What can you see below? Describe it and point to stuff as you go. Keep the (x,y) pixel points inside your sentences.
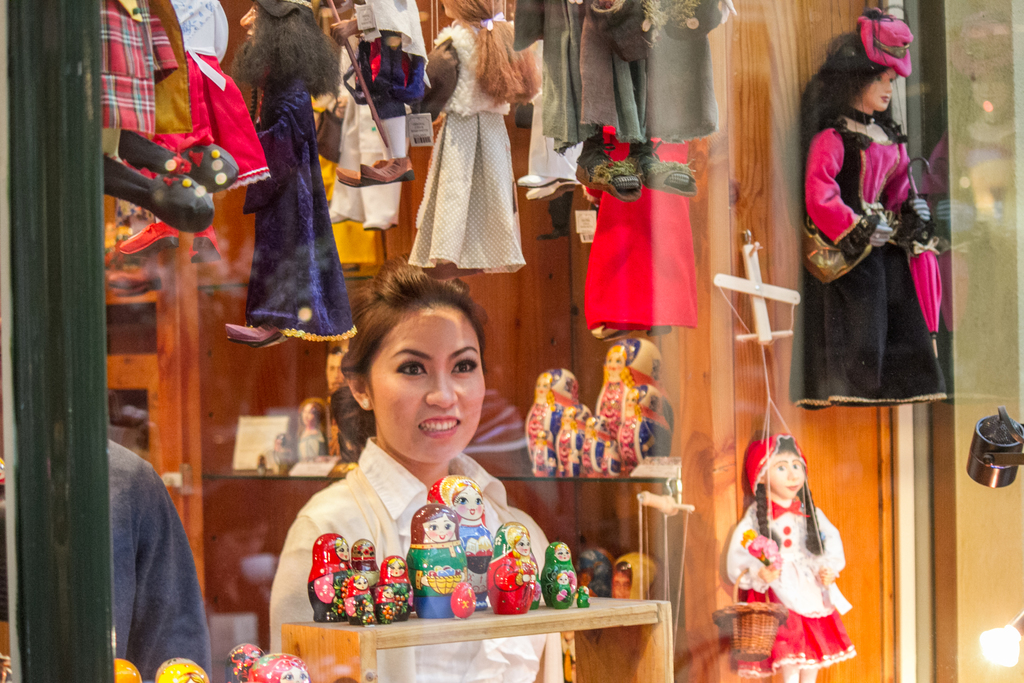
In this image there is a woman (398,665) standing. In front of her there is a table (306,629). There are dolls (419,570) on the table (615,611). Beside her there is a person (127,562) standing. Behind her there are shelves (125,296) to the wooden wall (707,407). There are dolls (616,420) on the shelf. At the top (209,83) there are toys (579,81) hanging. In the bottom right (1000,654) there is a light (1004,640).
